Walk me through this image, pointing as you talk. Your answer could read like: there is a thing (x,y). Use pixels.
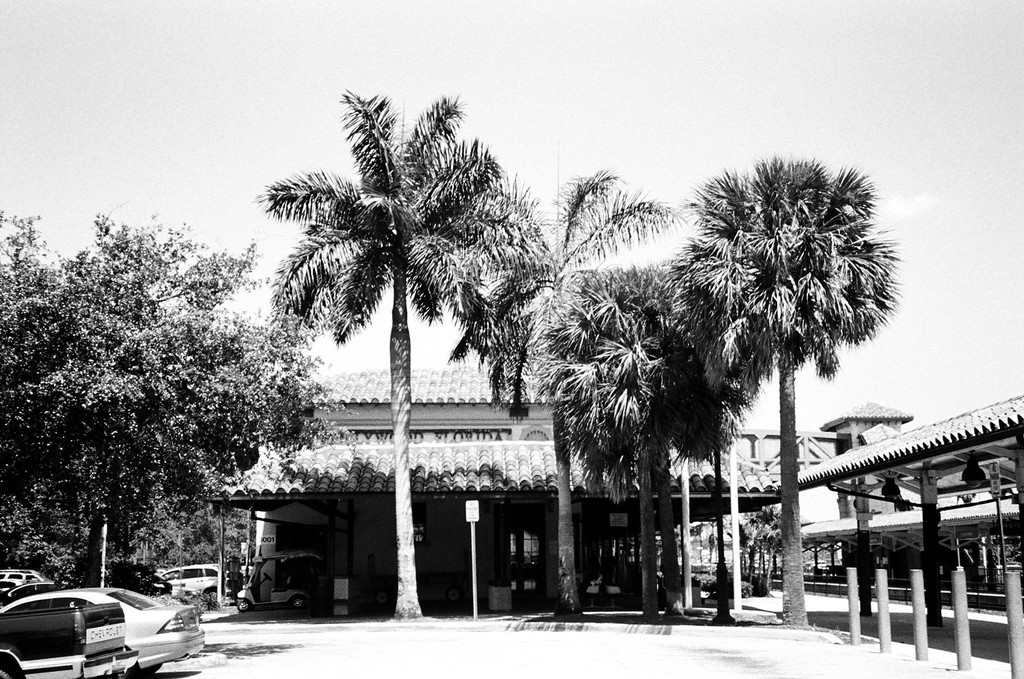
In the picture we can see a path surface (432,629) and near it, we can see some trees (160,386) and behind it, we can see a house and beside it, we can see some vehicles (197,575) are parked and in the background (851,121) we can see the sky (961,311).
